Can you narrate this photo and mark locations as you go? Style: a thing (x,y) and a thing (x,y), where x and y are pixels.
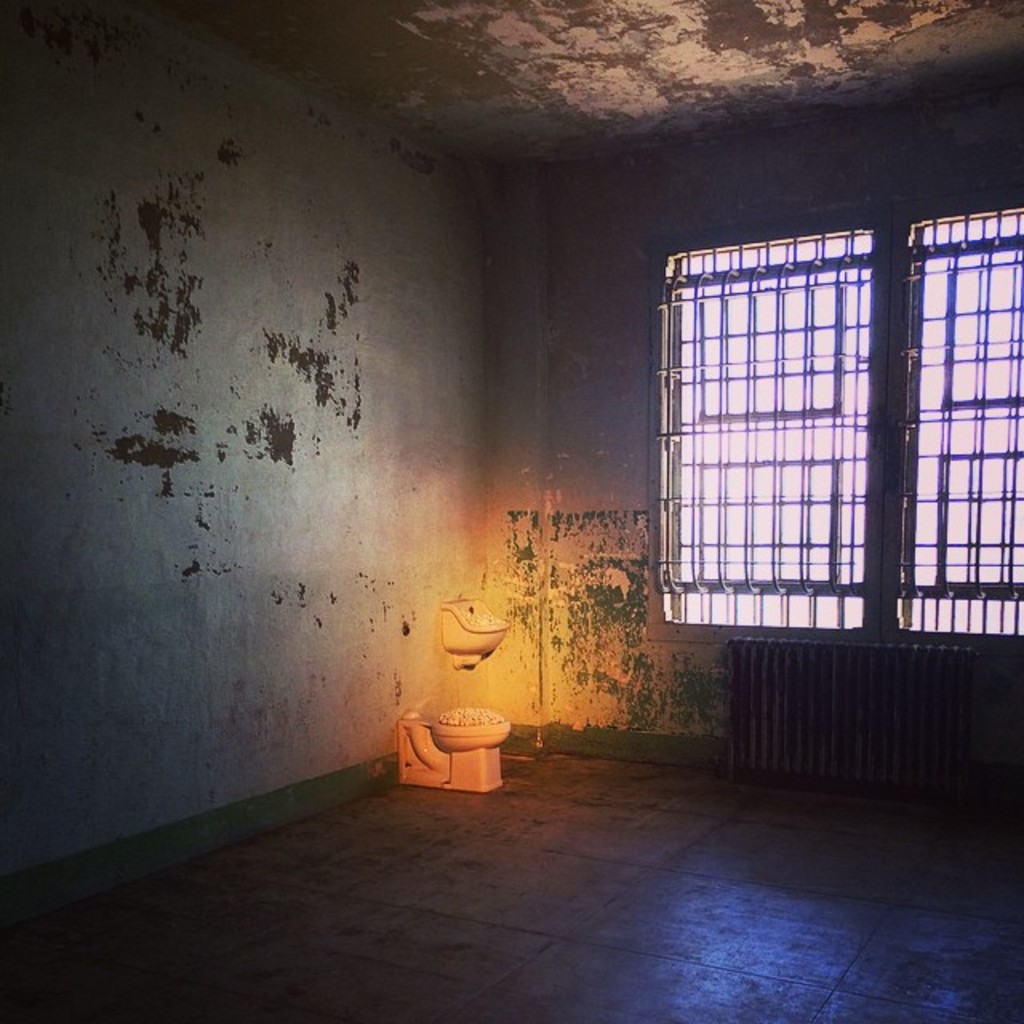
This is an inside view of a room (765,971). On the right side (869,447) there is a window (754,453) to the wall (572,514). There is a toilet (444,760) placed on the floor (477,824). On the left side (187,482), I can see the wall (245,406).
